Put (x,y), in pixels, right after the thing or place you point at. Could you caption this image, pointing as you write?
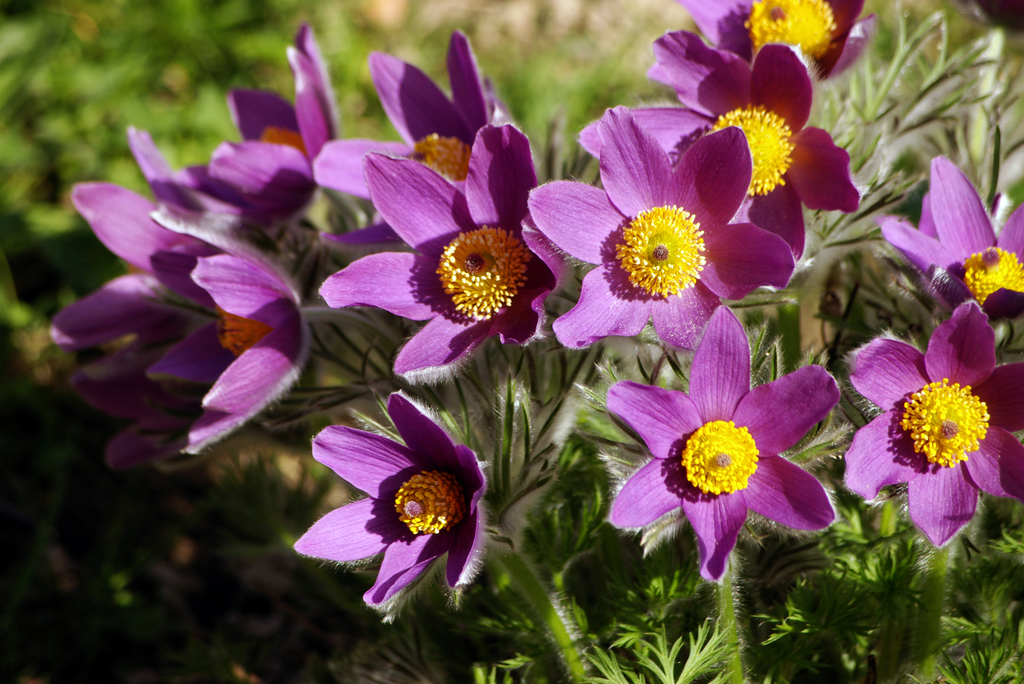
This image consists of plants (57,232). There are flowers (509,305) in the middle (448,333). They are in yellow and violet color.
